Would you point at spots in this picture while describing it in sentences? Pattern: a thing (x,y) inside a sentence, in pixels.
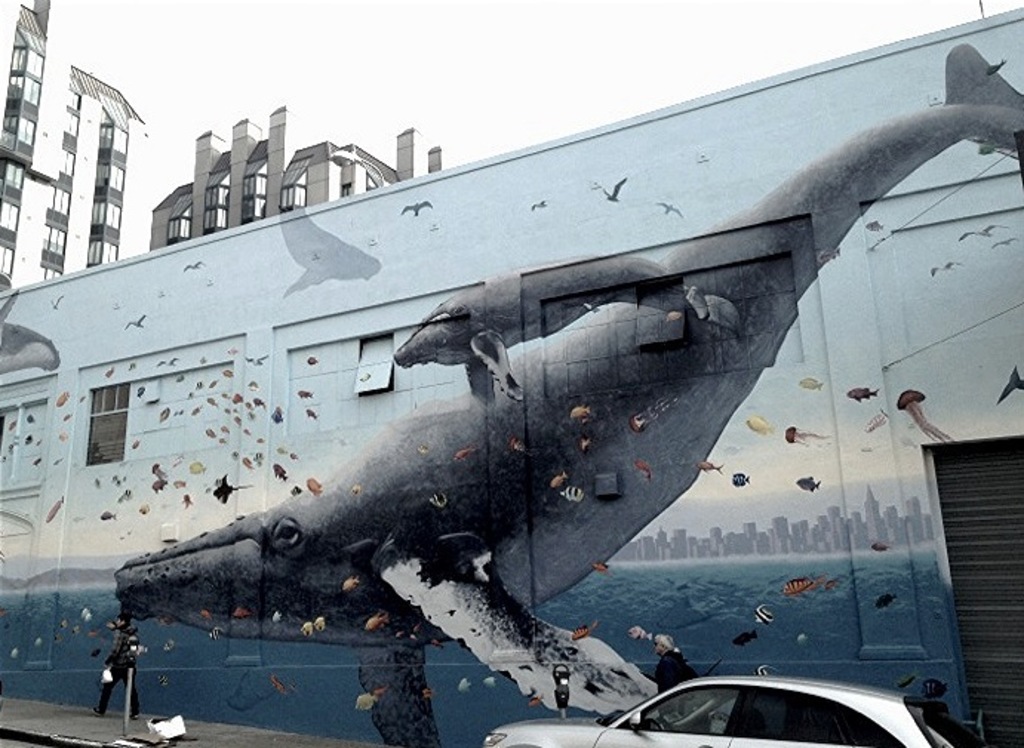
In this image we can see a building (316,375) with windows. We can also see the painting (290,590) of a group of fishes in a water body (847,578) and some buildings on a wall (829,545). On the bottom of the image (778,696) we can see a car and some people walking on the footpath (308,747). On the top of the image (35,235) we can see some buildings (8,154) and the sky (481,129).
